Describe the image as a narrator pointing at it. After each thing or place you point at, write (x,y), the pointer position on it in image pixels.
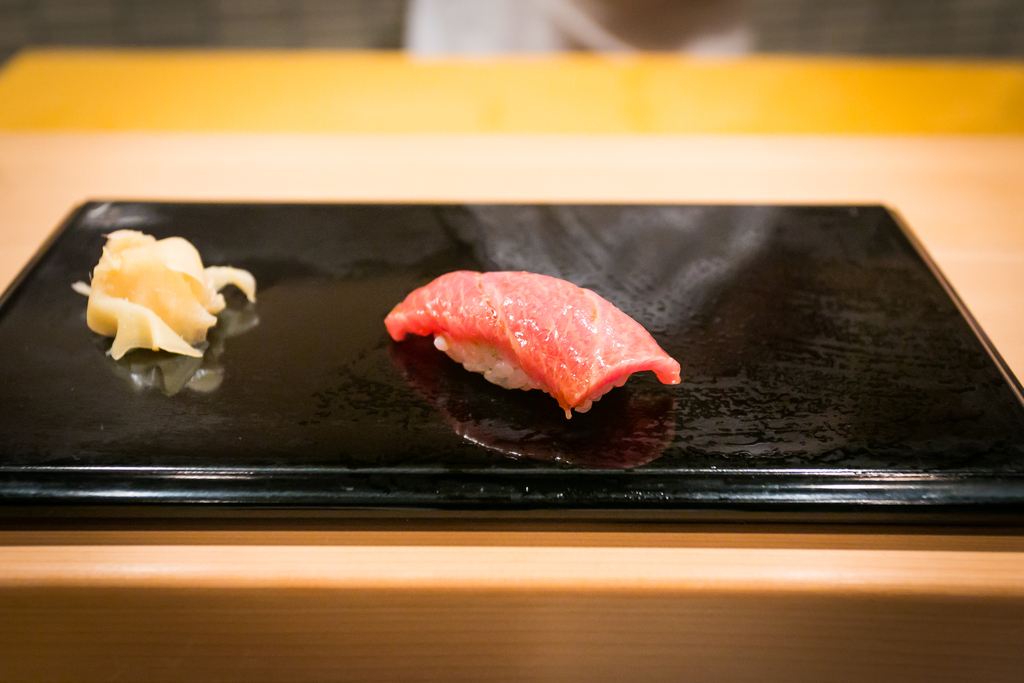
This image consists of a black tray (350,454). On which we can see the flesh (485,340). At the bottom (405,601), there is a table (498,588).
